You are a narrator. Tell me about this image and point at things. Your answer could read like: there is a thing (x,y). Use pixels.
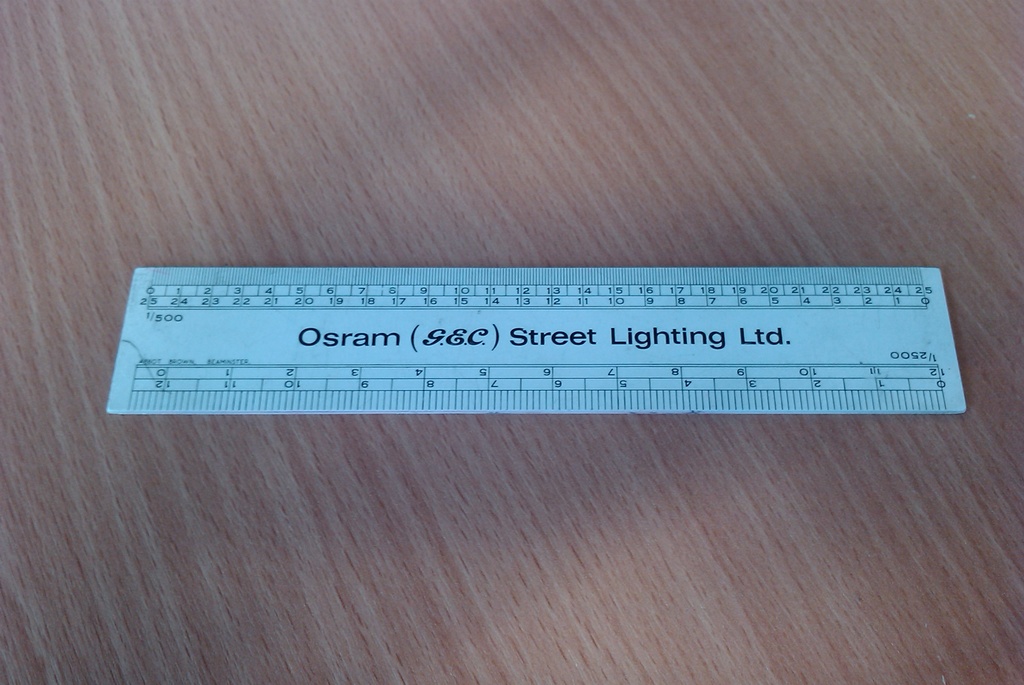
In this picture there is a scale (234,326) on the wooden object (997,454). There is text (787,330) and there are numbers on the scale (765,283).
